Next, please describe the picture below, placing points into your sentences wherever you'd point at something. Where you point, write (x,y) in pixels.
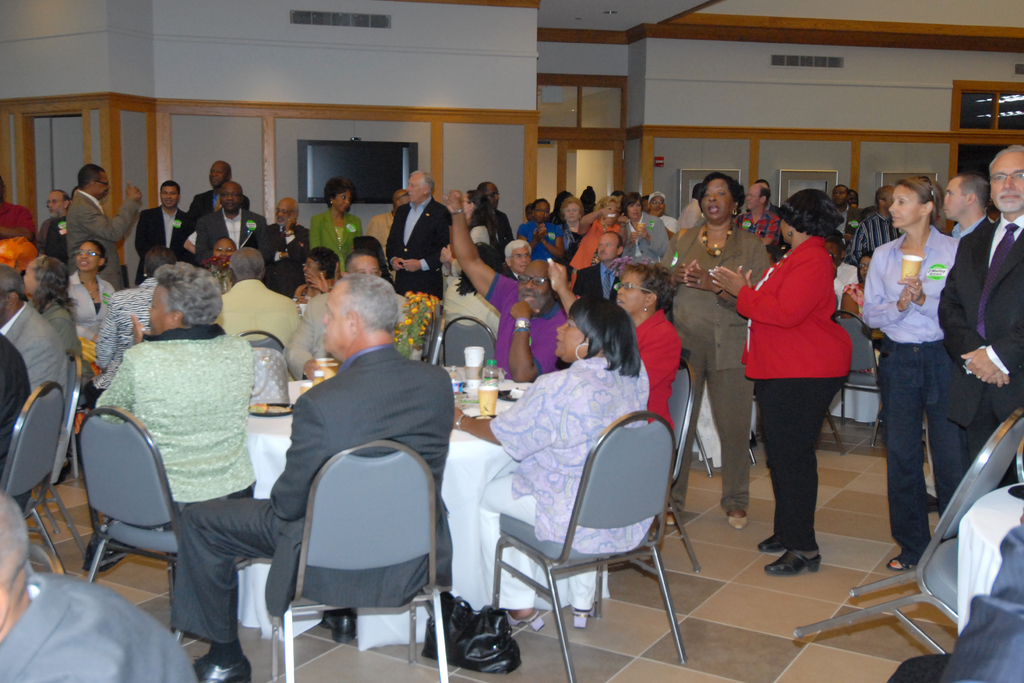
Most of the persons (374,340) are sitting on a chair (457,320) and few persons (926,260) are standing. Screen (324,185) is on wall (454,166). On this table (474,409) there are cups (485,387), bottles (485,383) and plate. Beside this woman (547,484) chair (504,553) there is a bag (476,636) on floor (474,678).
